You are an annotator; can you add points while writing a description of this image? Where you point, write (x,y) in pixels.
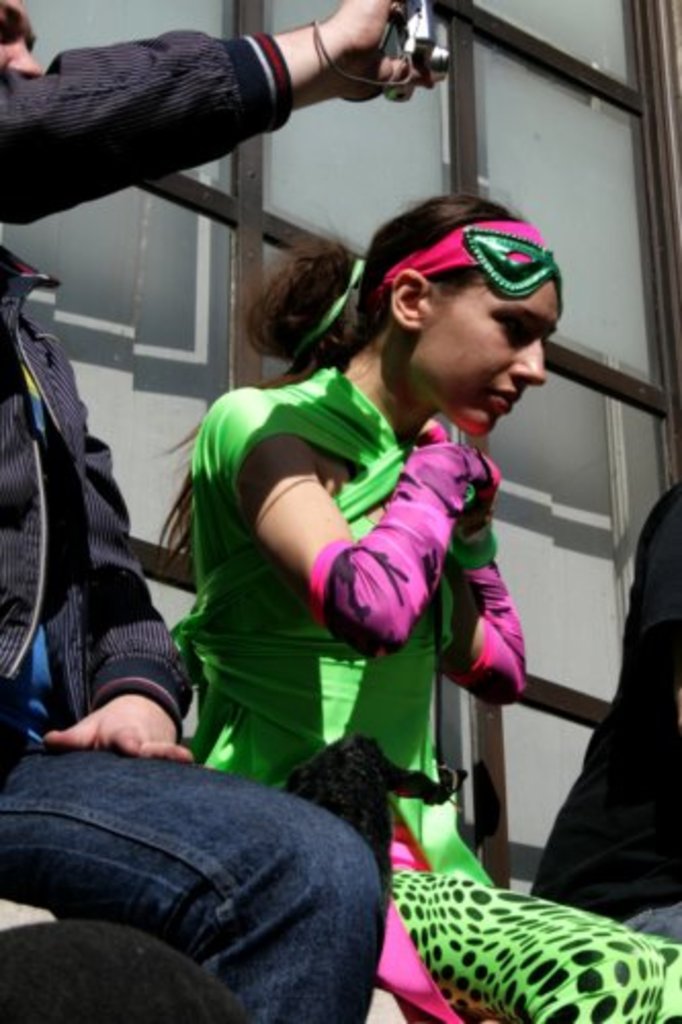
On the left side (47,642) there is a man (61,673) holding a camera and sitting. Near to him there is a lady (342,568) wearing gloves (410,586) and mask (491,243) is sitting. In the back (230,256) there is a wall (307,202) with glass (348,164).
